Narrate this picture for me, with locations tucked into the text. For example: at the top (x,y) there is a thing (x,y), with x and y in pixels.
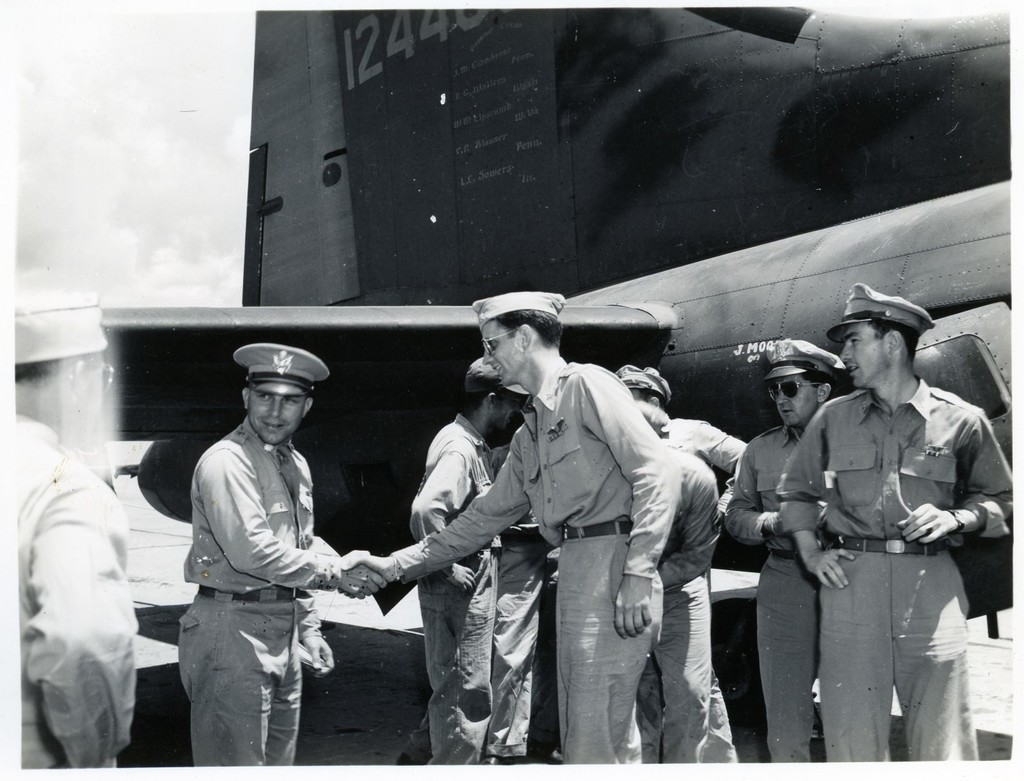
In this image I can see group of people (506,353) standing, background (743,228) I can see an aircraft (643,160) and the sky (151,140) and the image is in black and white.
